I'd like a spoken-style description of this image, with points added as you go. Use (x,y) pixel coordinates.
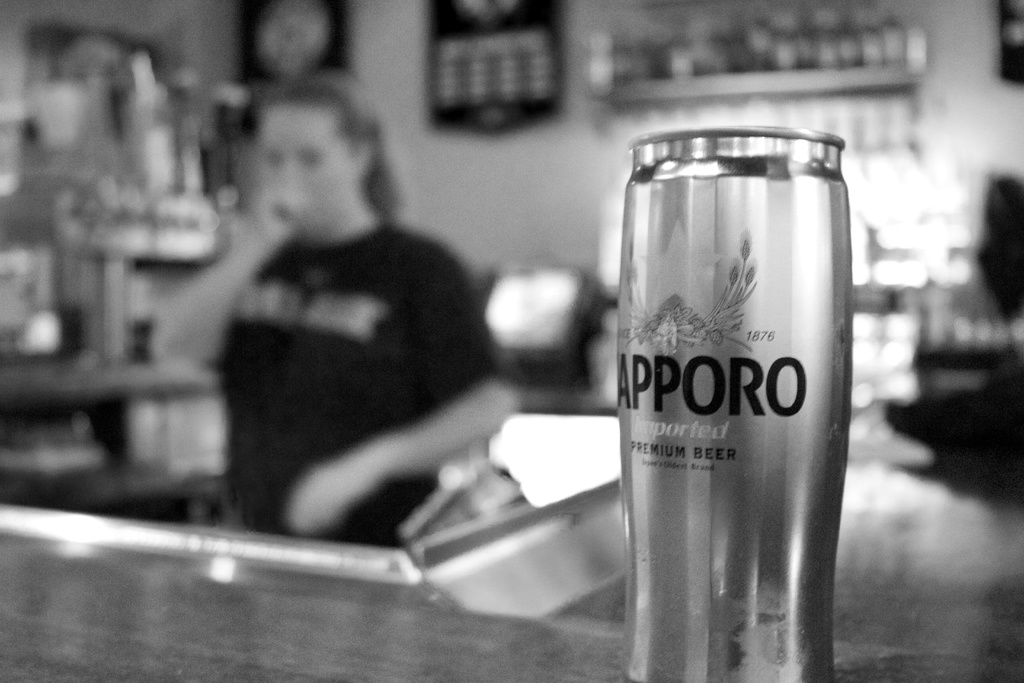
In this image we can see there is a beer can (718,431) and there is a person (284,281) standing. The background (26,195) is blurred.
